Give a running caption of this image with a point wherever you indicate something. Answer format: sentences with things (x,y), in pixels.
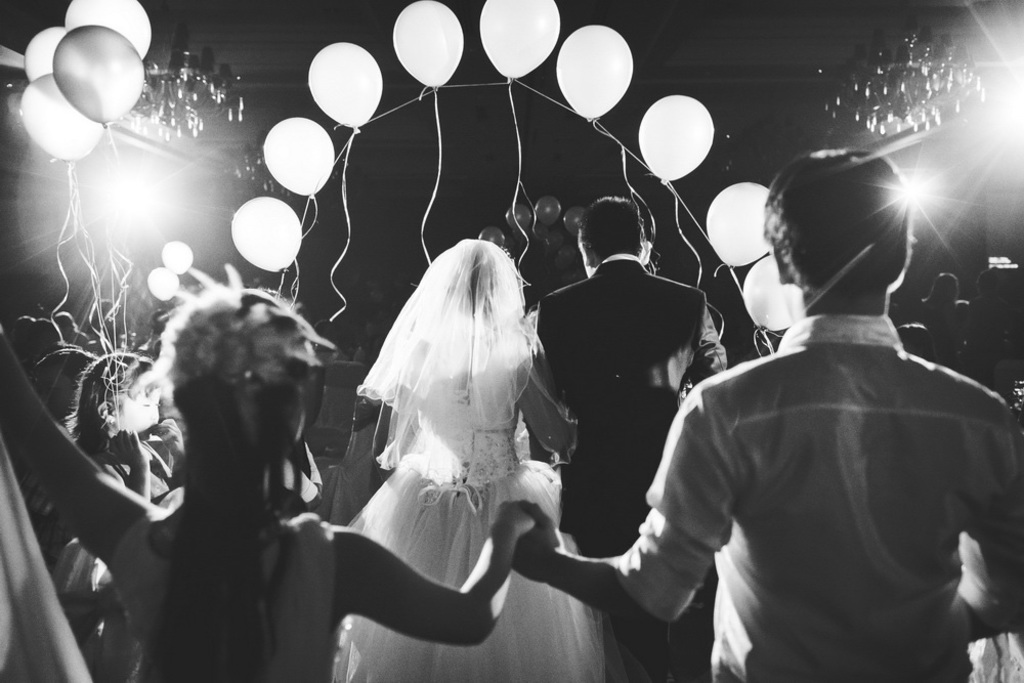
This is a black and white picture. Here we can see few persons (287,403), balloons (440,38), and ceiling lights (926,201). There is a dark background (376,217).
